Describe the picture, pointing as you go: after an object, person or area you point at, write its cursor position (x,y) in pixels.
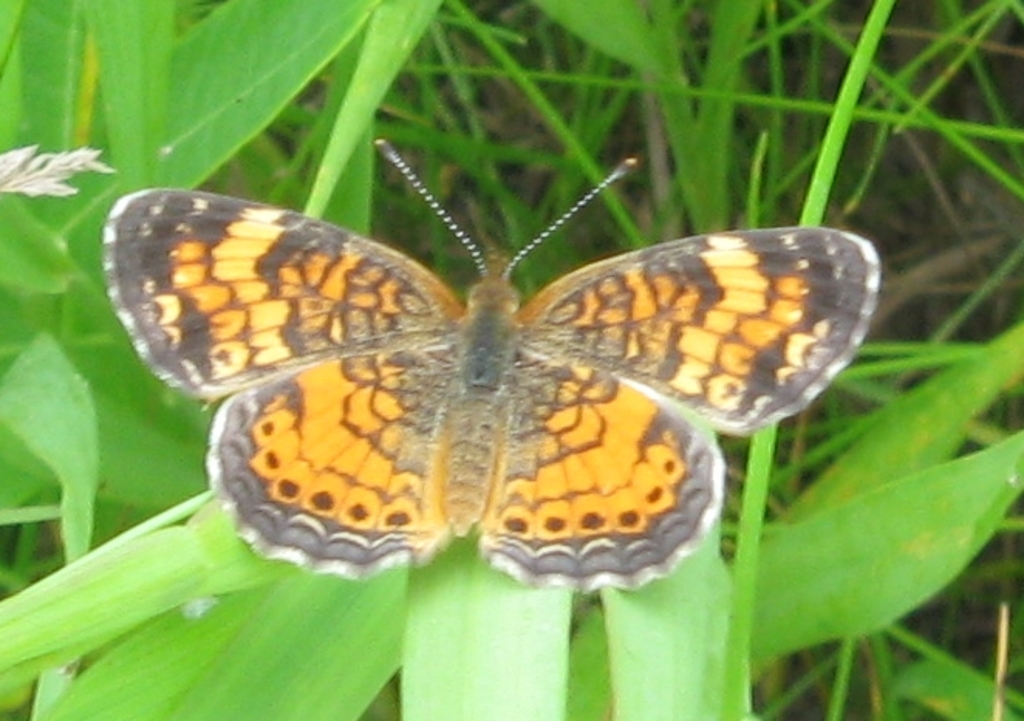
In this picture I can see a butterfly (451,432) on the leaves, and in the background (674,167) there is grass (633,188).
